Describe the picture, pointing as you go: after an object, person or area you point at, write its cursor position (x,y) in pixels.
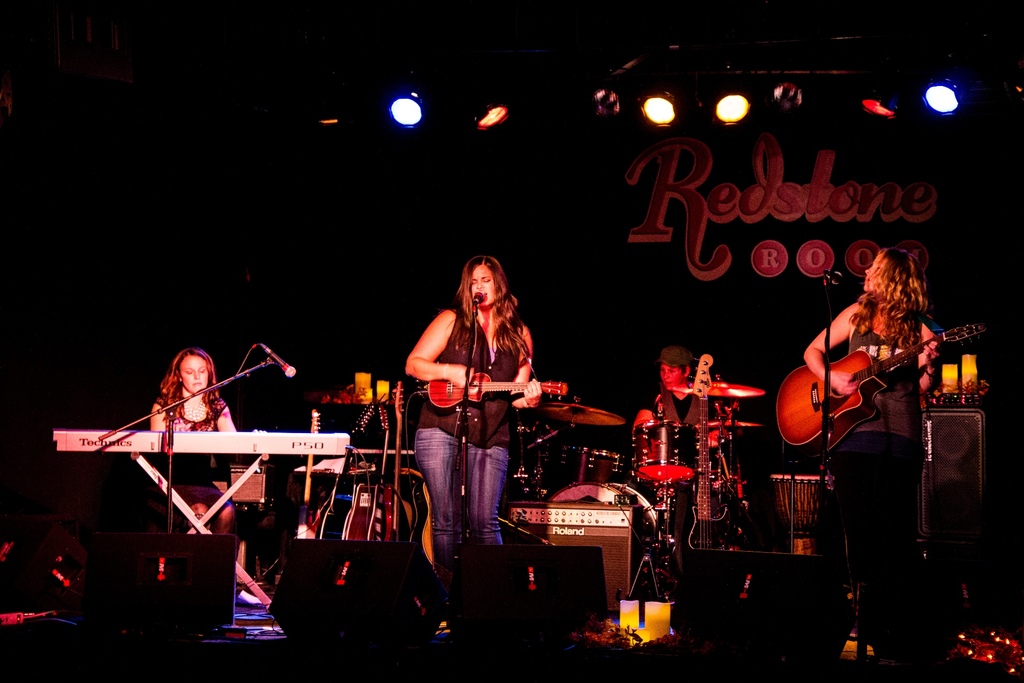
This image is clicked in musical concert. There are so many musical instruments (780,477) in this. There are four people (887,542) who are playing musical instruments (618,424). Two of them are playing guitar (515,390). One who is on the left side (207,382) is the playing keyboard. Behind them there are drums (600,492) and a woman (683,514) is playing the drums (680,465). Lights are on the top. There is "Red Stone" written on the banner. There are lights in the bottom (973,637) too.
